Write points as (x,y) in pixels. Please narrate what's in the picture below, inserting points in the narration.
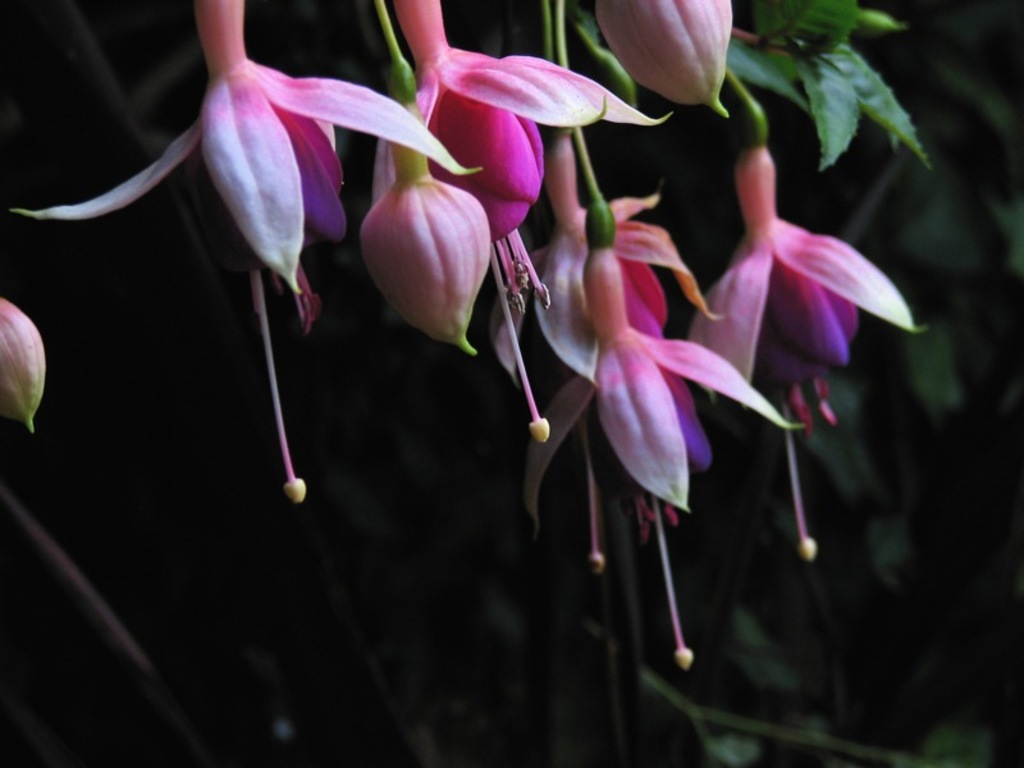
At the top of this image (451,140) there are few flowers (415,142) and buds (408,202). In the background (1013,140) few leaves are visible.
